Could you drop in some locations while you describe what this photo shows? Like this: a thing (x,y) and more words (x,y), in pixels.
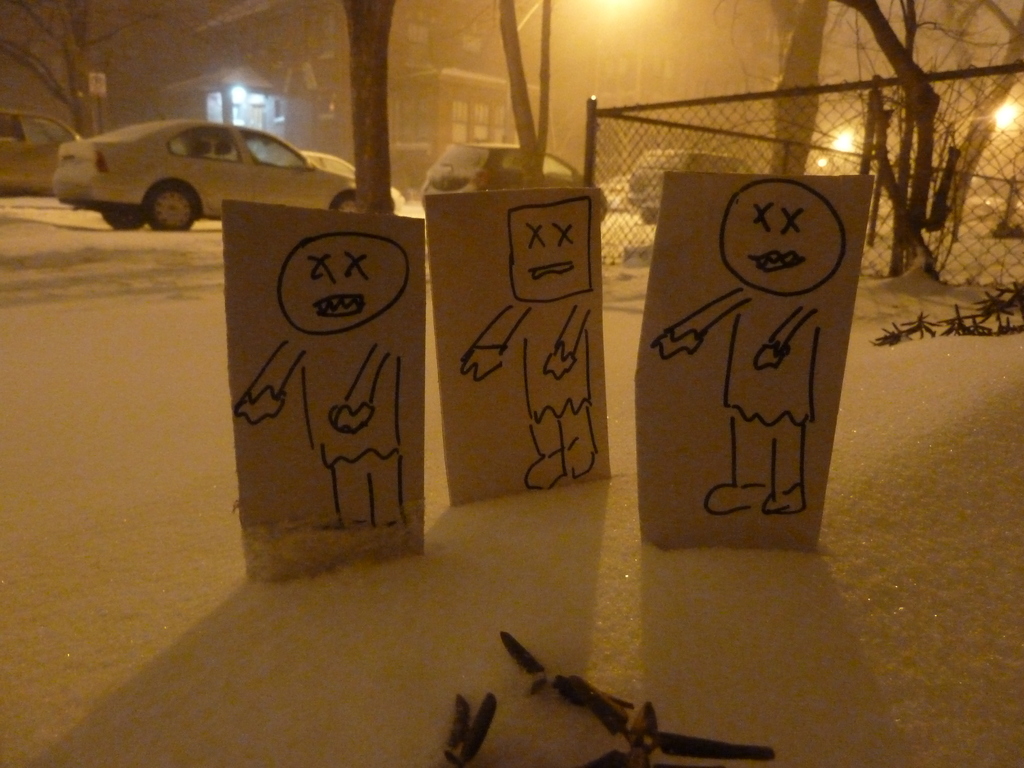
We can see boards (572,340) and objects (489,712) on snow (514,573). In the background (753,160) we can see fence (952,74), trees (899,62), vehicles (251,133), building (244,102), board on pole (99,128) and lights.
